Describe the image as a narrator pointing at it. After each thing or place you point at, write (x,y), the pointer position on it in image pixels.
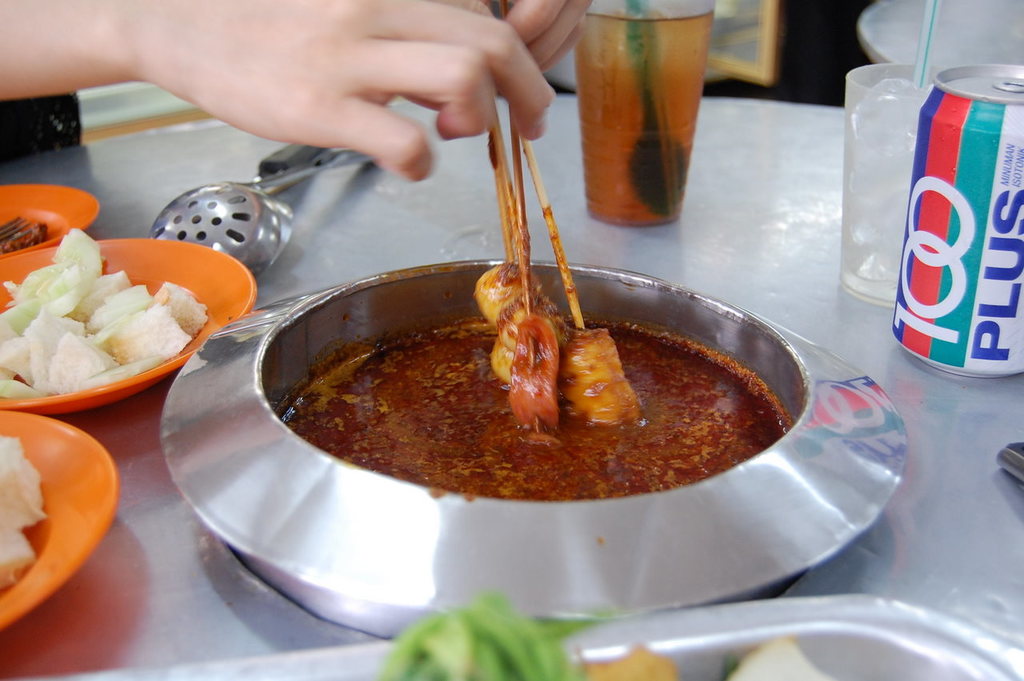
In this image we can see a person (526,121) holding skewers (549,339), serving plates (46,206) with food (115,354) in them, ladles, glass tumblers (626,97) and a beverage tin (957,279).
